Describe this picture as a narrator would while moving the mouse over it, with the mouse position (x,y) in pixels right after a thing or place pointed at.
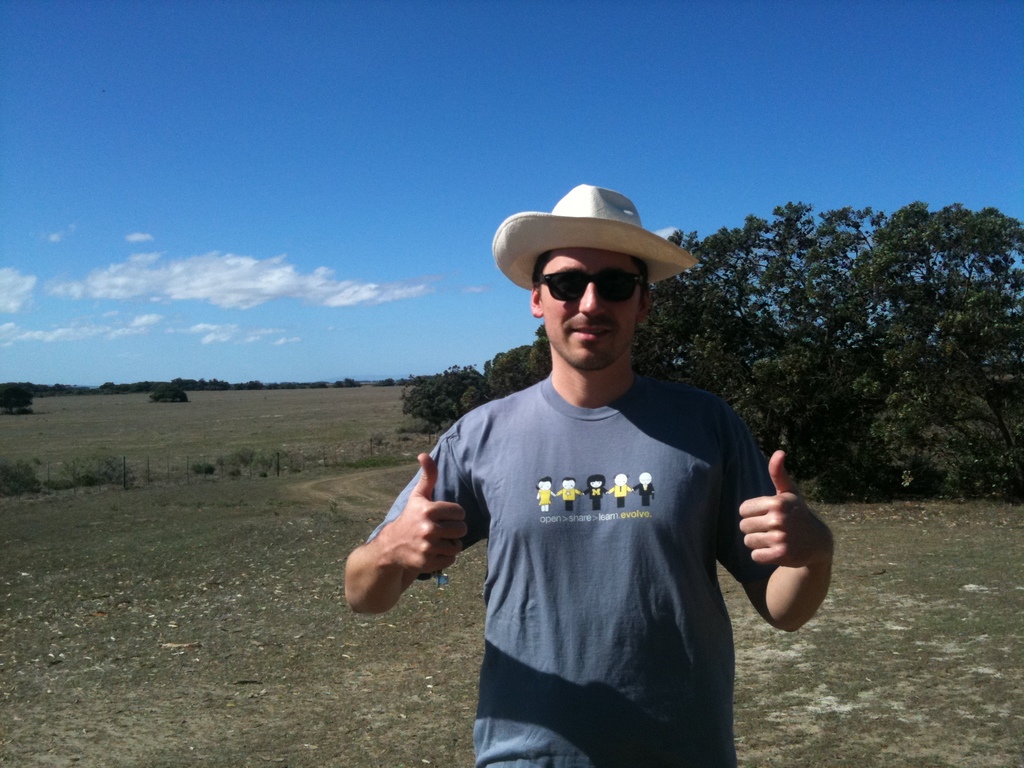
In this image, we can see a person (622,491) is wearing goggles (591,276) and hat (586,232). He is smiling. Background (999,344) we can see plants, grass (915,566), poles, trees (956,446) and sky (418,284).
